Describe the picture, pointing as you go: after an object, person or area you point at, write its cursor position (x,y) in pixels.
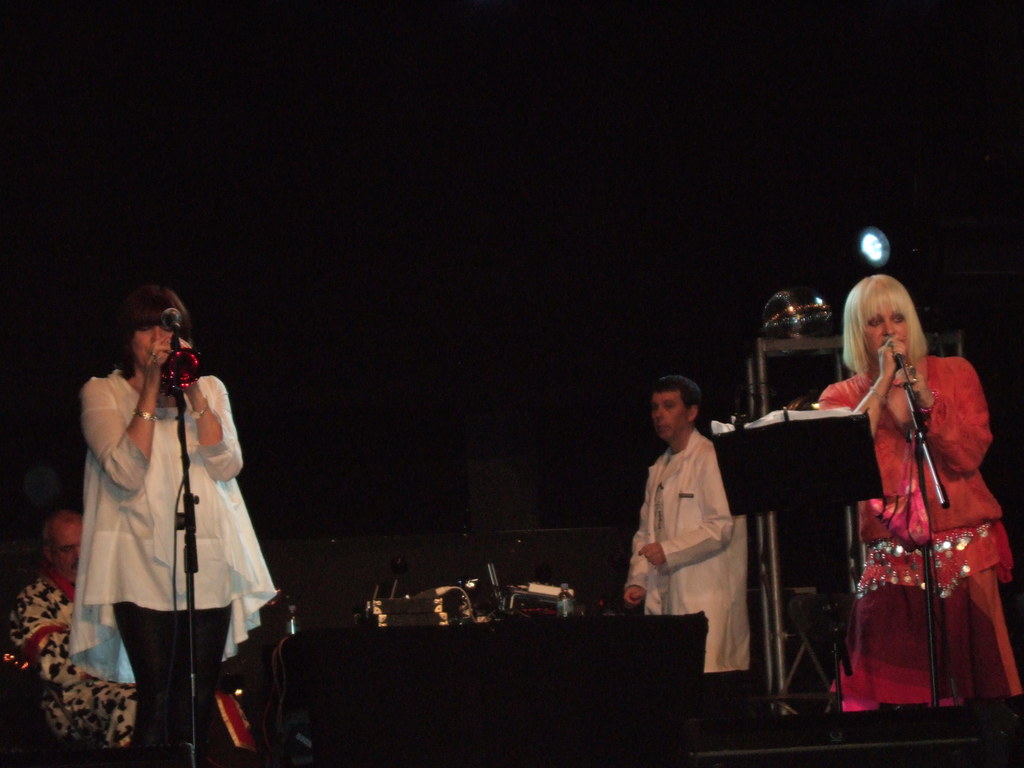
In this image I can see few people (227,463) with different color dresses (645,578). I can see two people (994,546) are standing in-front of the mics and one person (23,642) is sitting. And there is a black background (429,253).
